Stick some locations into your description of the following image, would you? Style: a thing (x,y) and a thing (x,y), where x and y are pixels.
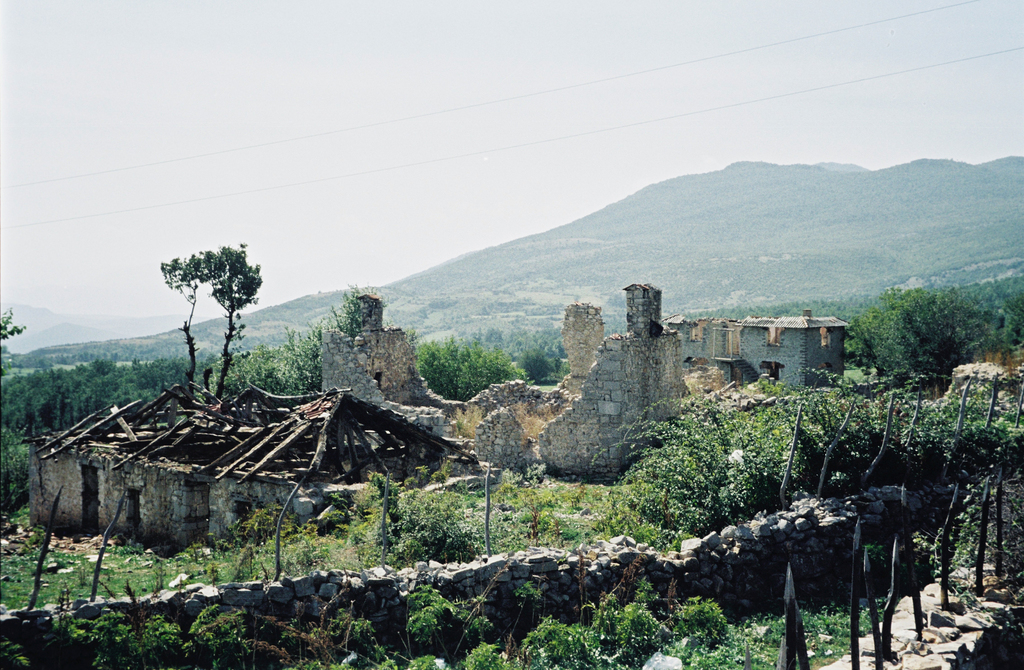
In this image I can a demolished house (525,451) and a wall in front of the house (823,338). Around the house (188,490) we can see some plants (594,634) and trees (291,356) and behind the house (182,388) there is a hill station (718,234). On top of the image (807,38) we can see two electric wires (584,135).
